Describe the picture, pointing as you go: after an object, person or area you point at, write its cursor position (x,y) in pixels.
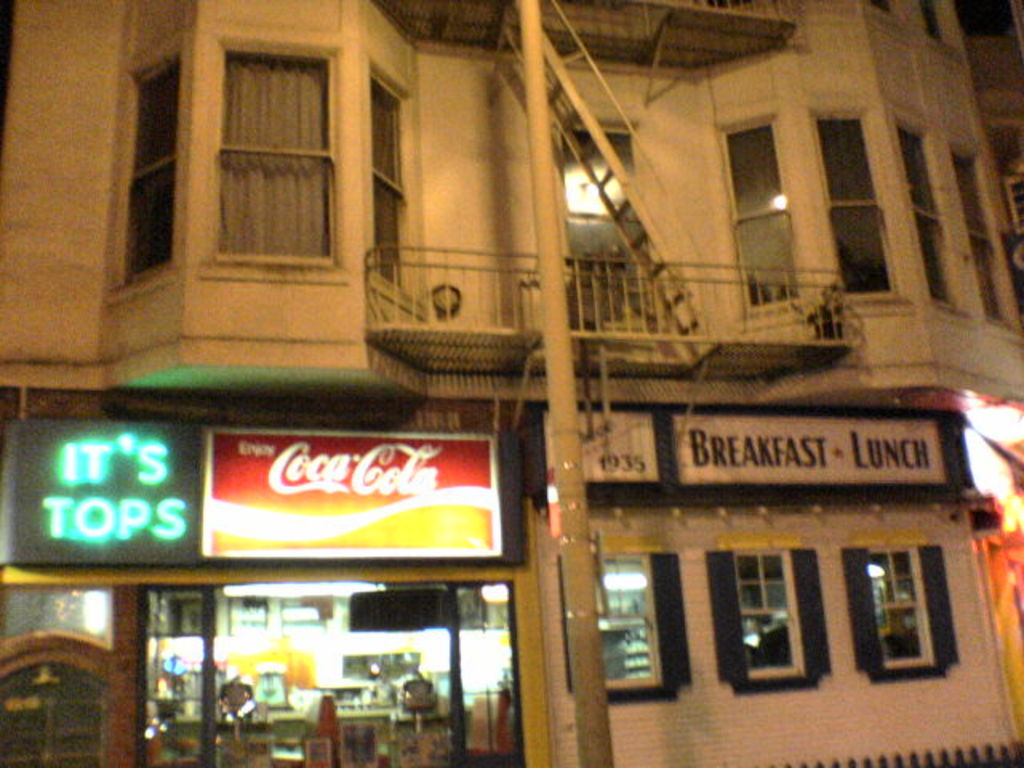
This image is taken during night time. In this image we can see the outside view of a building (747,110). We can also see the boards (428,440) with text (97,471). Pole (590,677) is also visible.
